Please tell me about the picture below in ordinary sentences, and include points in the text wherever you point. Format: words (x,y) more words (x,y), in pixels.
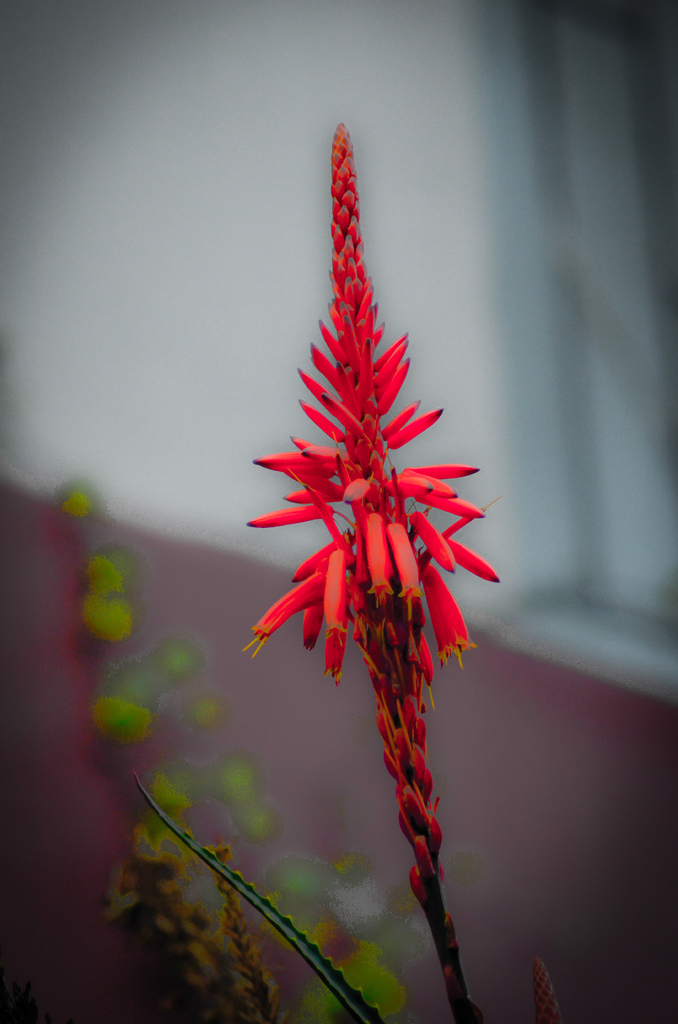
In this picture we can see some flowers (383,649) which are in red color and there are some leaves (111,570) which are in green color.
